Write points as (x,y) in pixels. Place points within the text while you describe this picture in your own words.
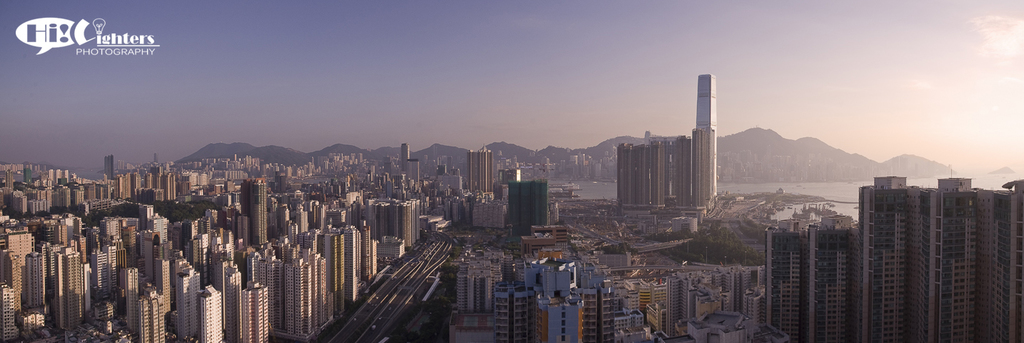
In this picture we can see buildings (279,233), roads (427,267), trees (175,207), mountains (202,153), water (828,187), some objects (826,205) and in the background (354,113) we can see the sky (675,59) and at the top left corner of this picture (121,41) we can see some text (97,44).
